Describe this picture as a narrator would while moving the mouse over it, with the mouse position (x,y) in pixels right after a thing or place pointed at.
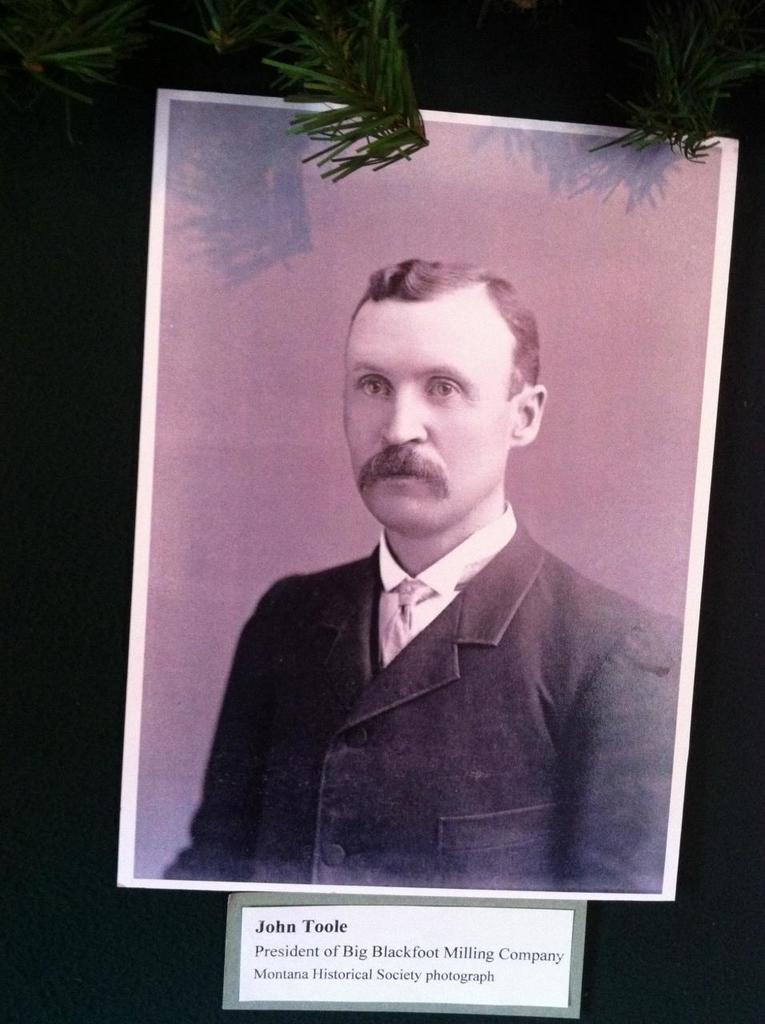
In this image in front (510,417) there is a poster (421,405) of a person (446,430). At the bottom of the image (421,955) there is some text (409,978) on the board (467,961). In the background of the image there is a tree (283,72).
